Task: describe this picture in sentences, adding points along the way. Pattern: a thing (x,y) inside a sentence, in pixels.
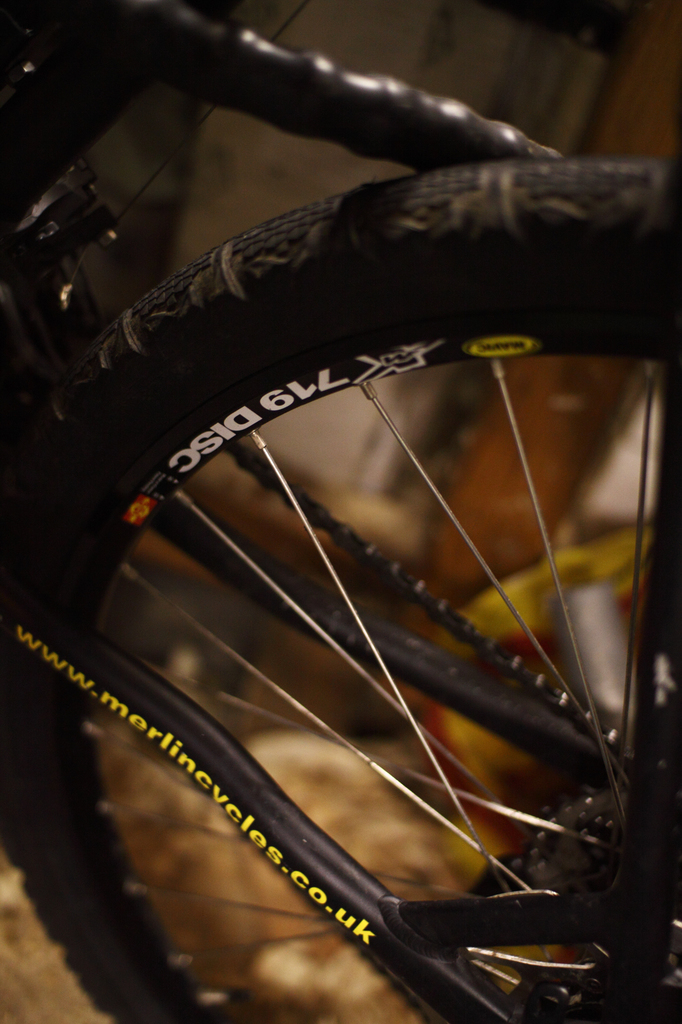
In this image we can see the bicycle wheel (192,296). We can also see the text (204,447) on the wheel (316,363). The background (313,21) is blurred.
